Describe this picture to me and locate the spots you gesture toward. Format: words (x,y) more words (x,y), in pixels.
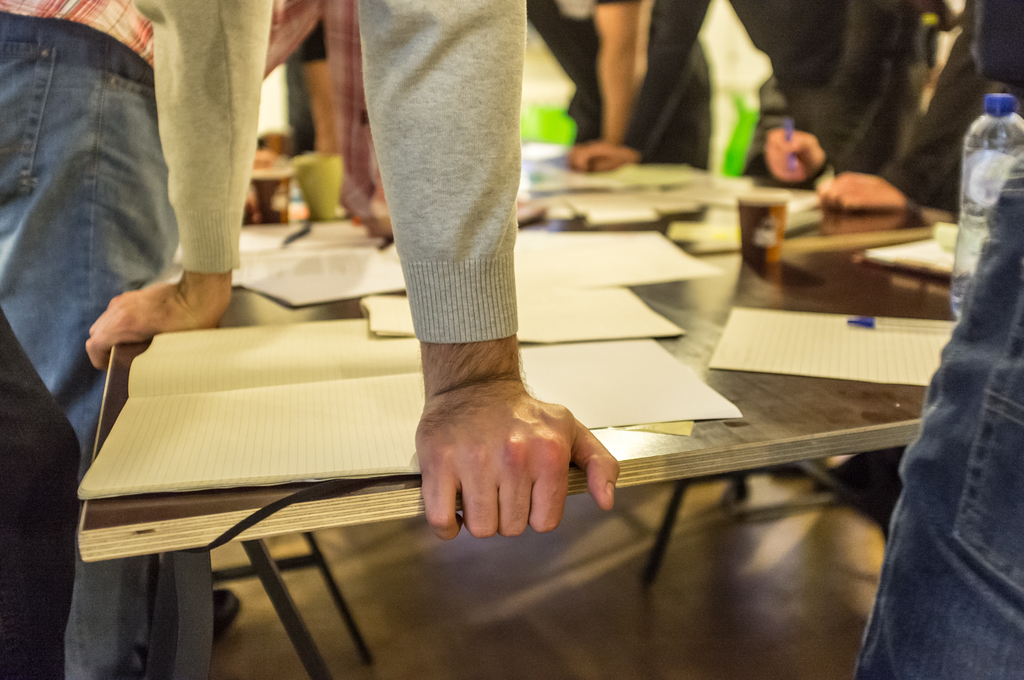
In this image I can see a table (703,367), on the table (687,360) I can see a number of persons hands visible kept on the table (680,454) and there is a paper (604,256) bottle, pen (857,323) visible on the table (692,348).
